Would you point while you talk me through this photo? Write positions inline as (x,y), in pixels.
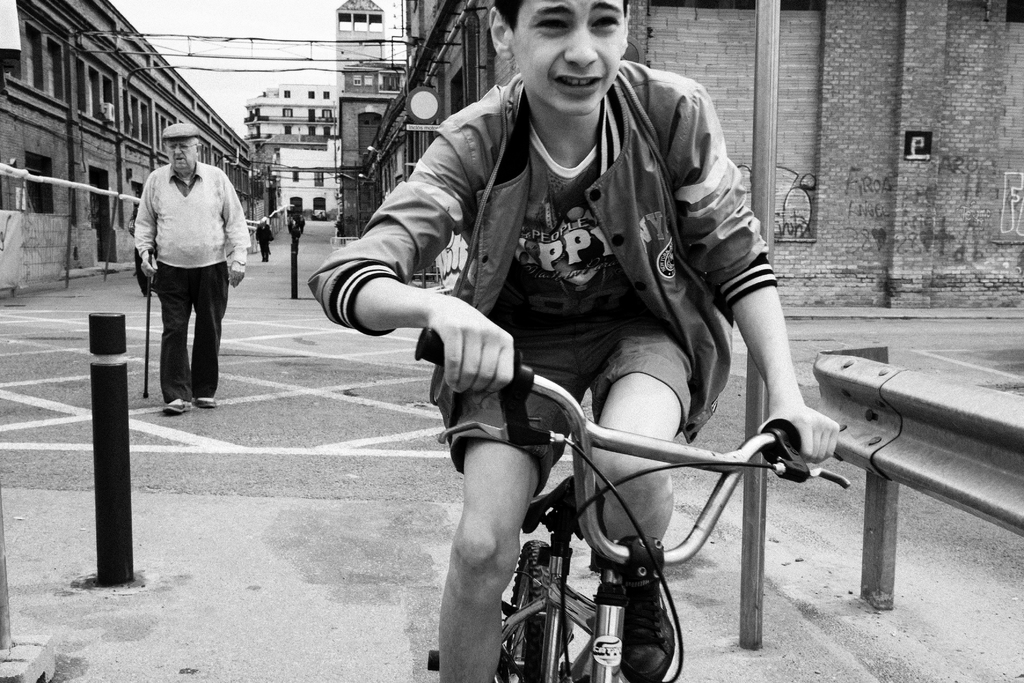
In this image I see a boy (770,398) who is on the cycle (756,448) and there is a man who is on the path (301,356). In the background (37,18) I see the buildings (22,45) and a person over here.
